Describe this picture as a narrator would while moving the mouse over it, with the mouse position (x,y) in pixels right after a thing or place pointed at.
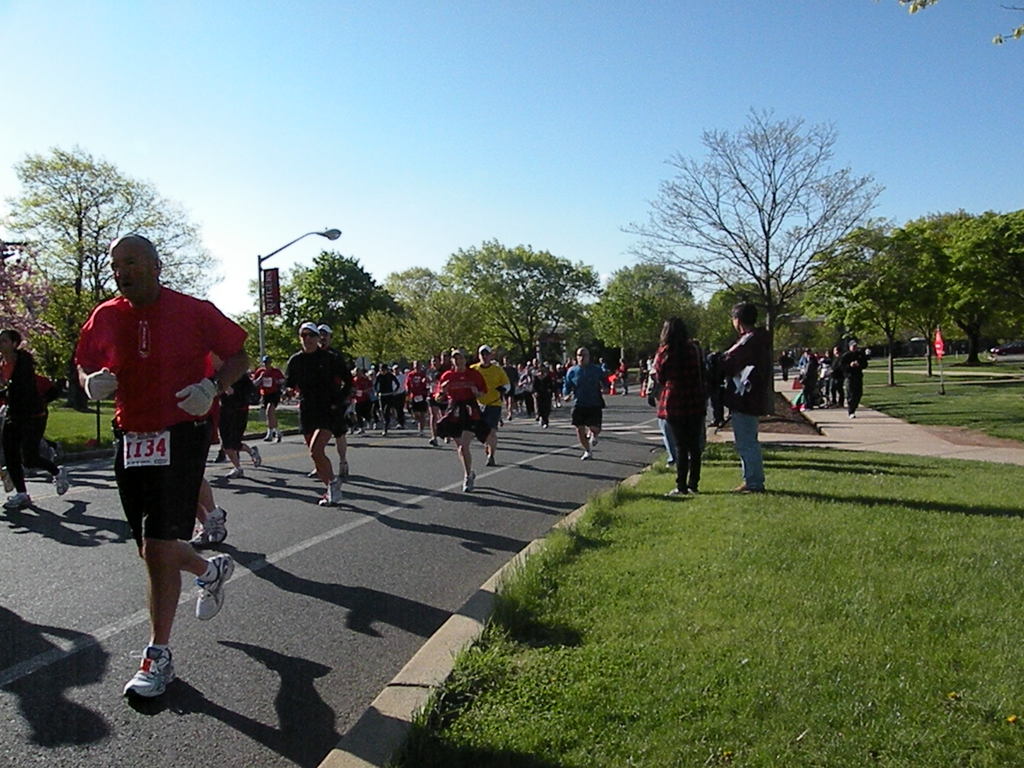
In the foreground of this image (582,709), on the grass land (633,686), there are people (692,395) standing. On the right (816,391), there are people (834,393) walking on the pavement (834,411), few trees (907,277) and the grass land (947,420). On the left (266,442), there are people (311,430) running on the road (414,502), pole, few trees (299,287) and the sky (332,132).
